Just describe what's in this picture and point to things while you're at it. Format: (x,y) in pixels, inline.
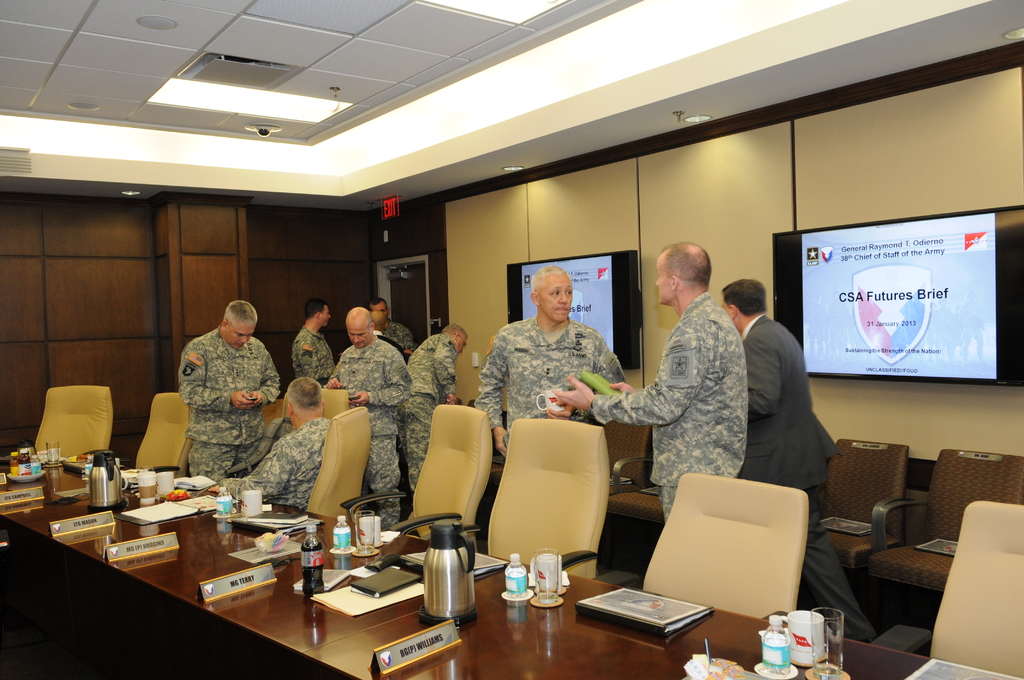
This is the picture of a room (909,381). In this picture there are group of people (538,351) standing and there is a person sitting on the chair (362,483). There are bottles (778,667), glasses (818,672), cups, papers (193,509), tissues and flasks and boards (72,528) on the table (320,614) and there are chairs (1021,624). At the back (424,277) there are television (808,288) and there is text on the screens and there is a door (405,277). At the top (335,110) there are lights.
